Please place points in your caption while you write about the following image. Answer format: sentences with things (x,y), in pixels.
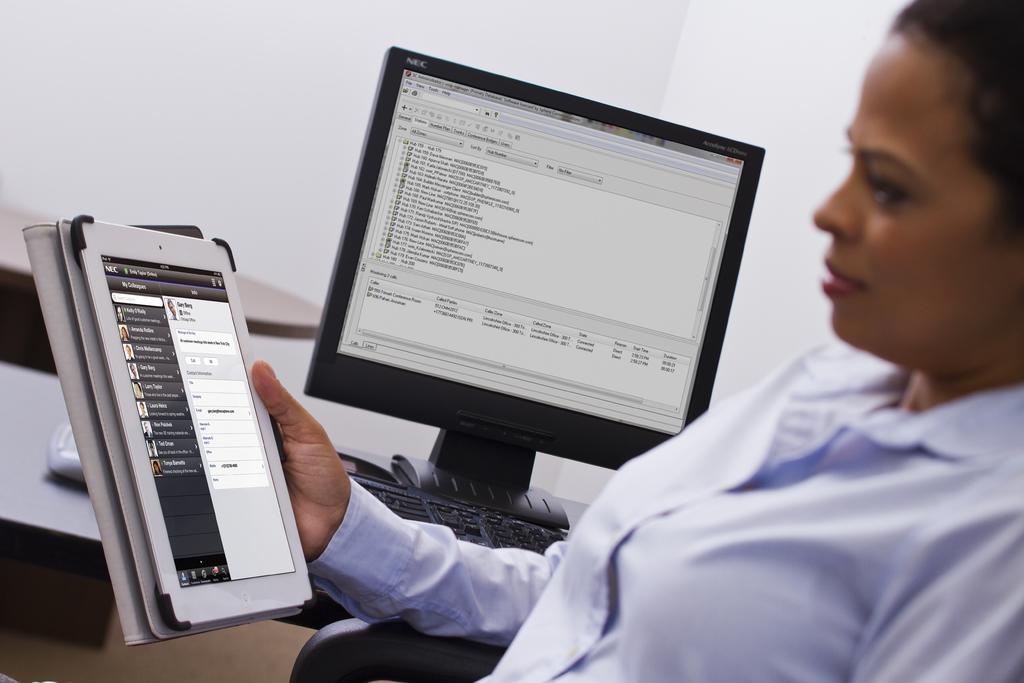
In this image we can see a woman (697,473) holding the iPad (182,536). In the background (371,234) we can see the monitor (446,307) and also the keyboard (434,500) on the table (76,528). We can also see the plain wall (671,78).
